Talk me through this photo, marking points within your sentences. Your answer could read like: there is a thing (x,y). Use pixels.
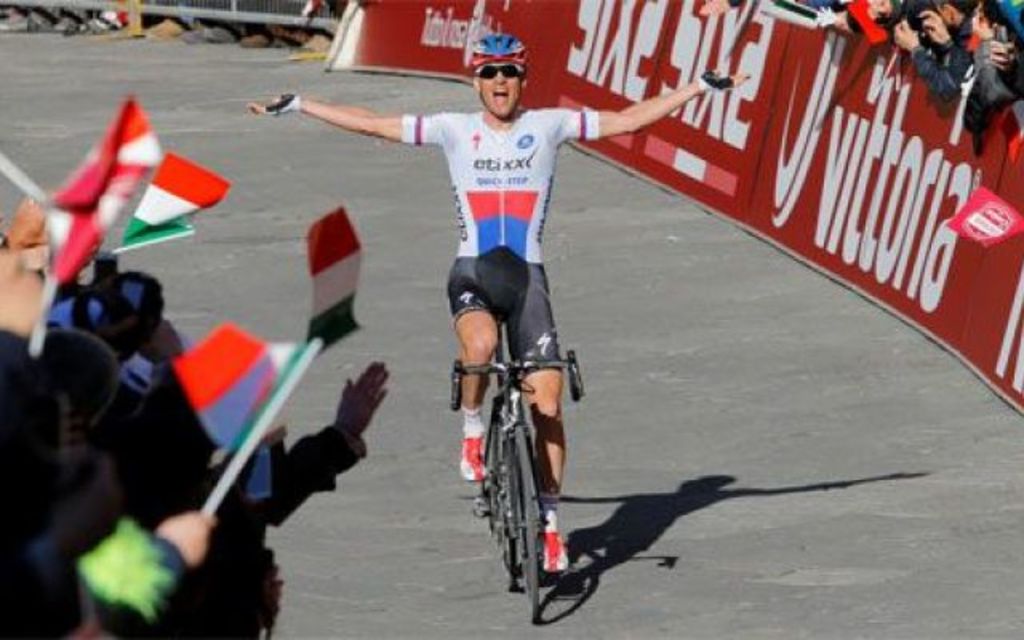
In the image we can see there is a man (531,225) sitting on the bicycle (531,596) and he is wearing helmet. There are people (114,460) standing and they are holding flags (239,372) in their hands (361,437). There is banner (623,40) kept on the road (792,268).
